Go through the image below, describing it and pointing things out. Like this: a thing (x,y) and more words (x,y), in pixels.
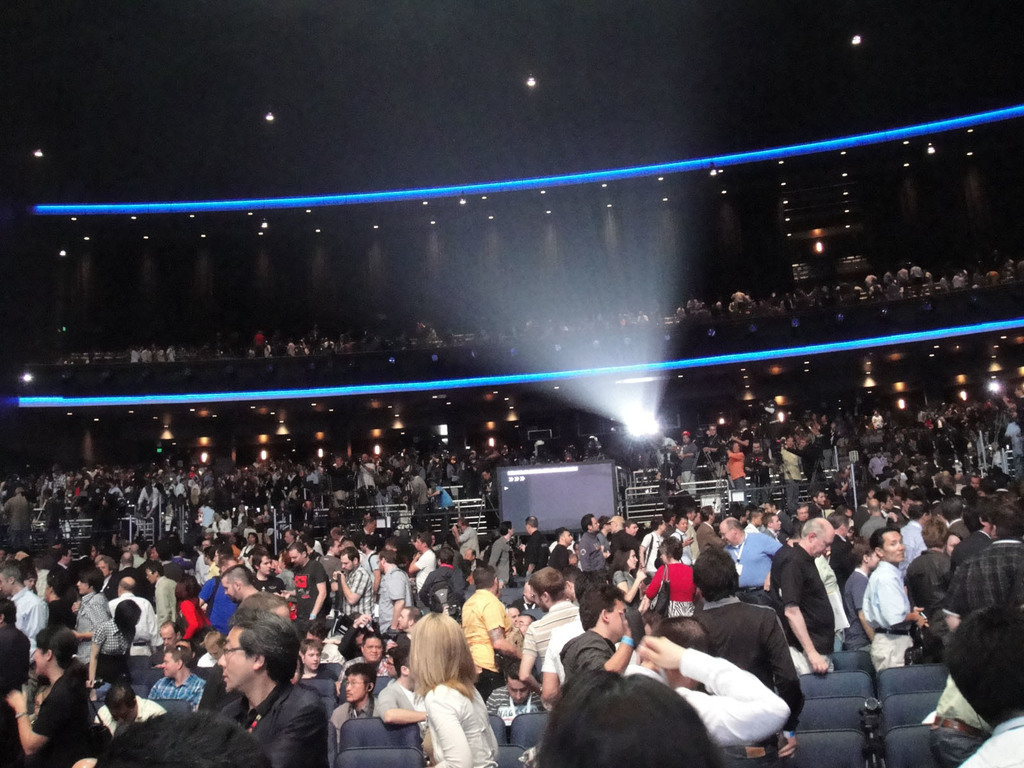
In the image we can see there are lot of people (593,587) standing and others (353,678) are sitting on the chair (915,725).
